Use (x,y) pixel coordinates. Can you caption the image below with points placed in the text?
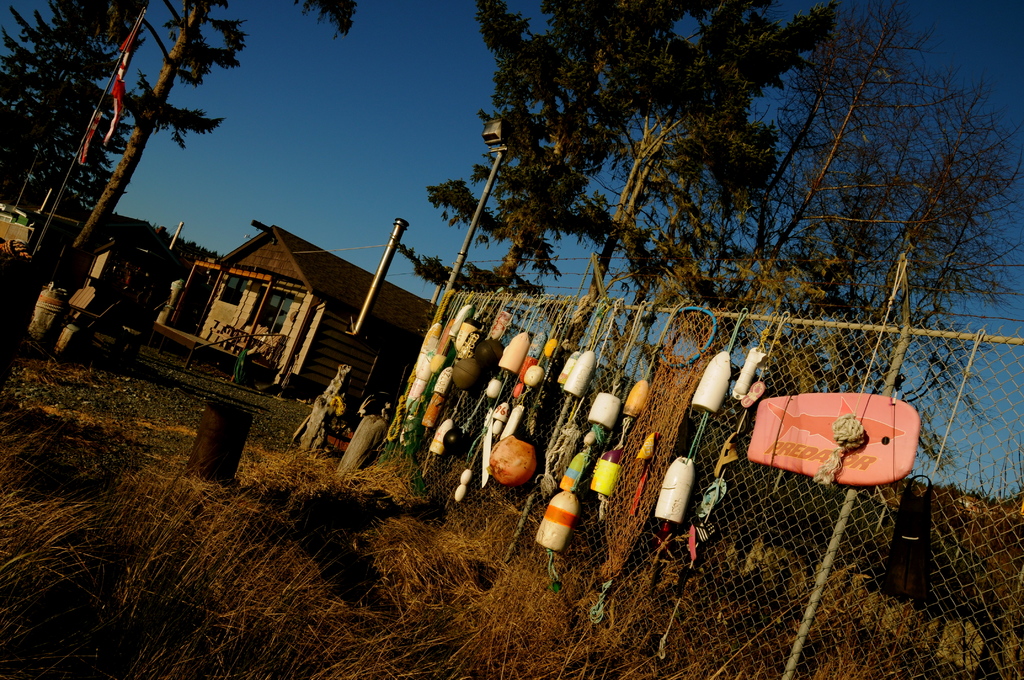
In this image there is a grass (355,613) at bottom of this image (452,604) and there is a fencing wall (722,572) at right side (702,356) to this image and there are some objects (661,405) are hanging to this fencing wall (658,419), and there are some trees (739,284) in the background (570,183), There are some trees (94,177) at left side (65,169) as well and there is a house (332,342) in middle of this image (352,295) and there is a sky (328,242) at top of this image (381,128).
